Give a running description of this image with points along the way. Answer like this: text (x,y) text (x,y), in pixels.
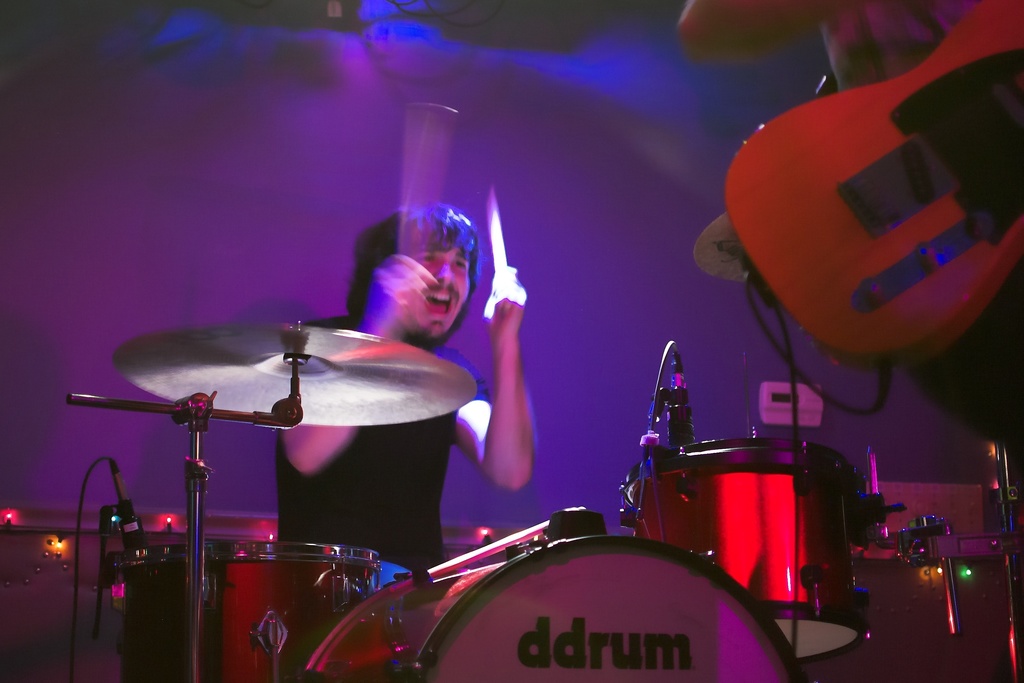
This picture consist of a man (433,456) playing a musical drum (438,607) which is in front of him.
